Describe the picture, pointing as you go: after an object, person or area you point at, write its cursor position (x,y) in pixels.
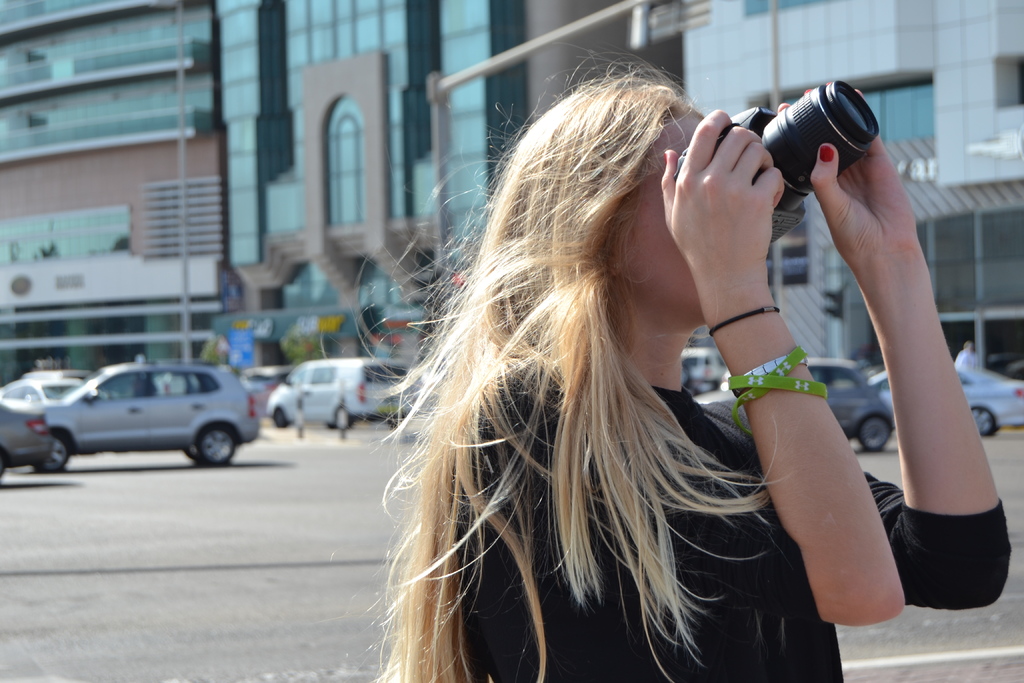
There is a woman (389,663) on the right side (960,575) holding a camera (859,114) in her hand (812,179) and she is capturing a photo. In the background (219,453) we can see a few cars (36,437) which are parked in a parking space (154,464) and a building (386,38).
